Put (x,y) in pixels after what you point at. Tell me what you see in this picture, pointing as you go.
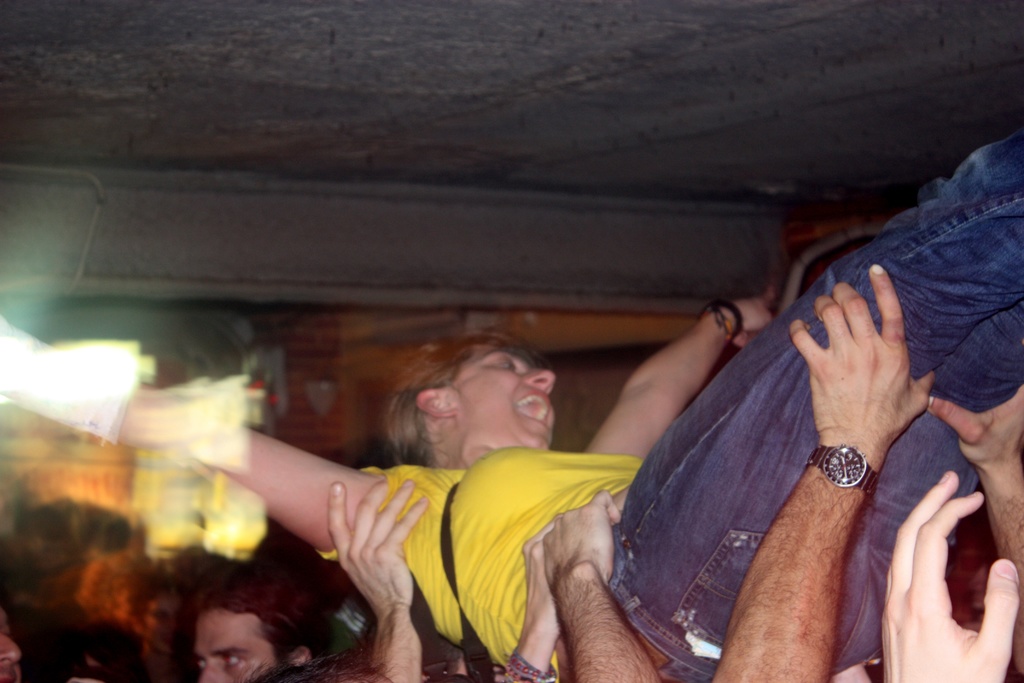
I can see in this image a person (511,476) is holding by a group of people (173,631). The person (428,521) is wearing yellow color top (501,529) and blue jeans (753,501).
